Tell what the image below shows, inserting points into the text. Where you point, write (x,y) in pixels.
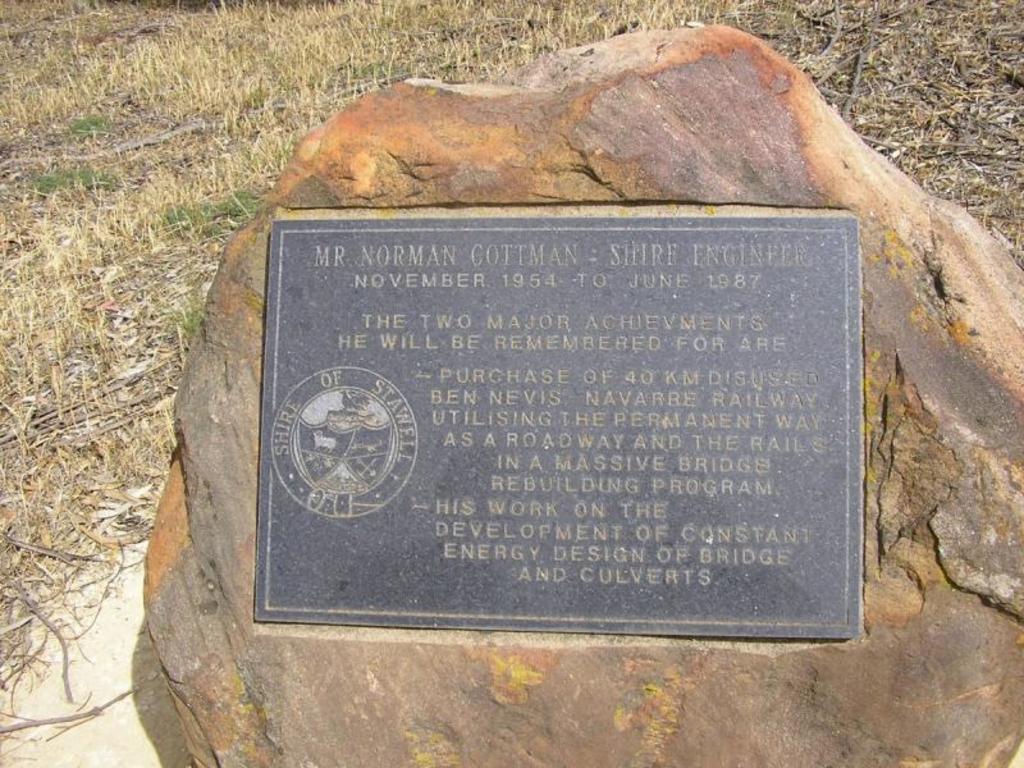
In this image there is a marble board (527,429) on the stone (928,708), behind that there is grass ground (83,30).
